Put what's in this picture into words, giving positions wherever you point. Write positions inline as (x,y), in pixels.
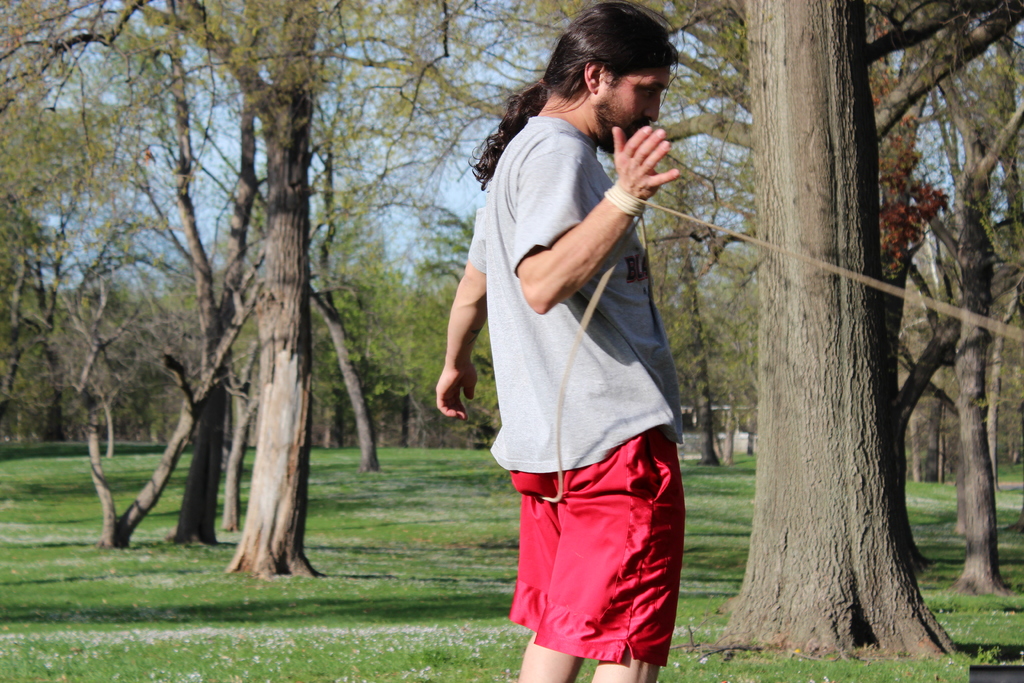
This image consists of a man (623,486) wearing a gray T-shirt (549,334). A rope (639,212) is tied to his hand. At the bottom (46,509), there is green grass (179,661) on ground (86,671). In the background (434,221), there are many trees (825,329). At the top (200,62), there is sky (694,160).
